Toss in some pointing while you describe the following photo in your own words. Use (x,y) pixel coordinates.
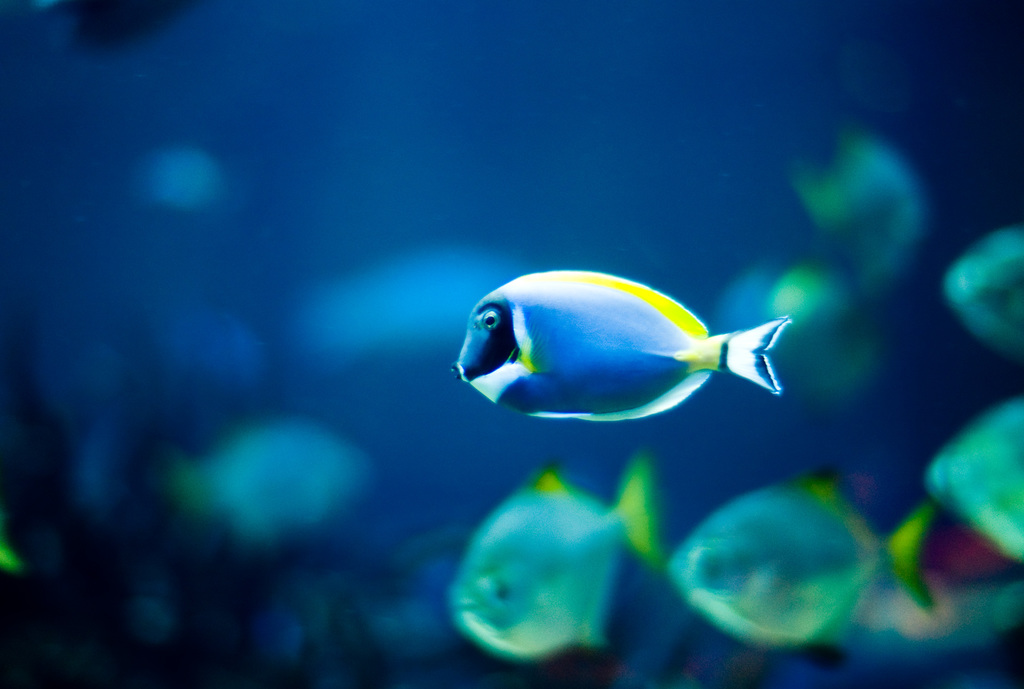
In this image we can see fish (530,354) underwater. In the background (195,492) we can see fishes (862,606).
